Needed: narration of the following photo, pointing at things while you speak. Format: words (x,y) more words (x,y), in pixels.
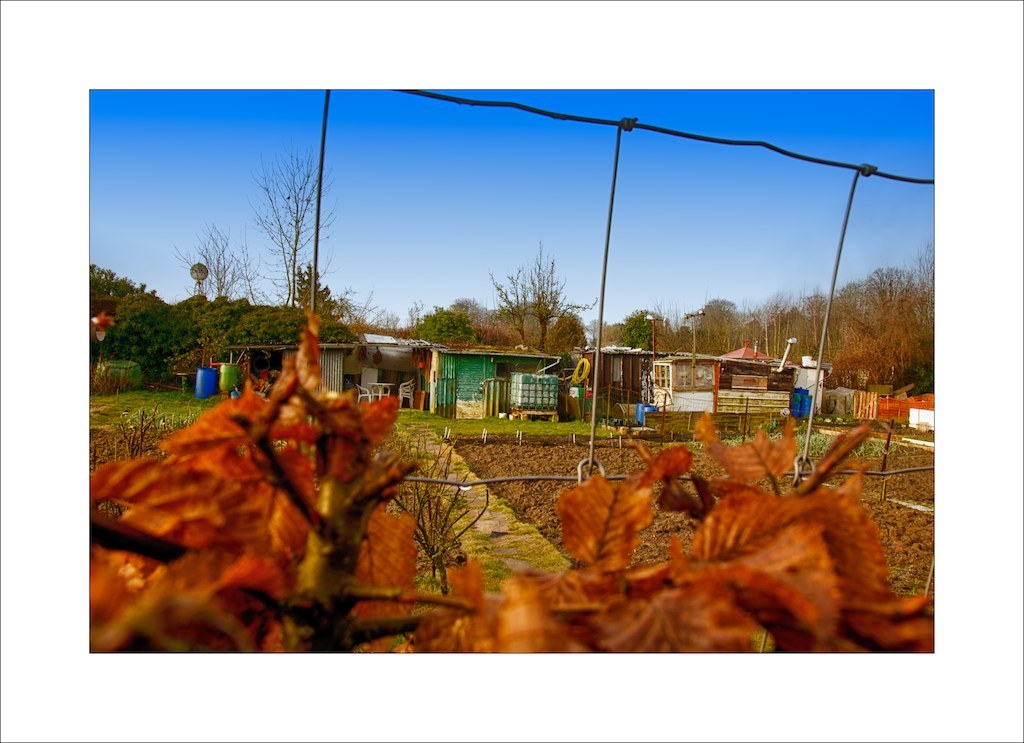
In this image I can see number of brown colour leaves (317,458) and iron net (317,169) in the front (736,493). In the background (895,494) I can see an open grass ground (106,390), few buildings (773,403), number of trees (150,334) and the sky (449,115). I can also see few blue colored containers (210,387) in the background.
